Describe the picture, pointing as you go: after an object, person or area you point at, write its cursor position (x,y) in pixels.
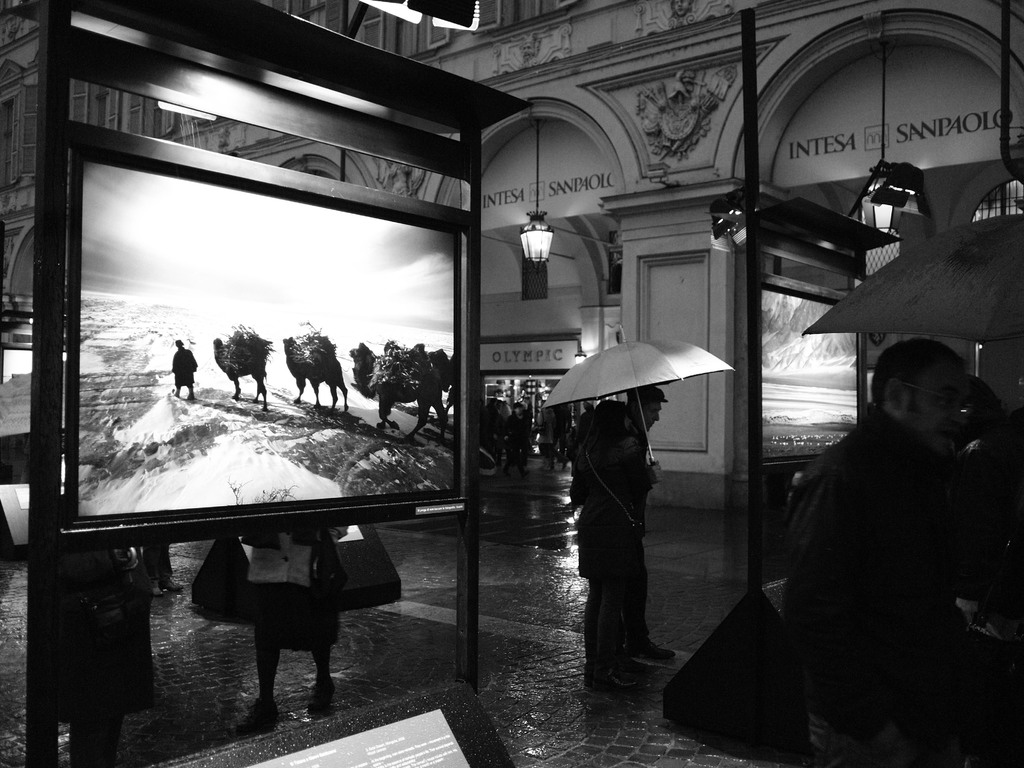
In this image we can see some group of persons (863,675) standing and holding umbrella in their hands (644,474), on left side of the image (148,264) there are some screens (204,362) and in the background of the image (540,171) there is a building (734,66).
